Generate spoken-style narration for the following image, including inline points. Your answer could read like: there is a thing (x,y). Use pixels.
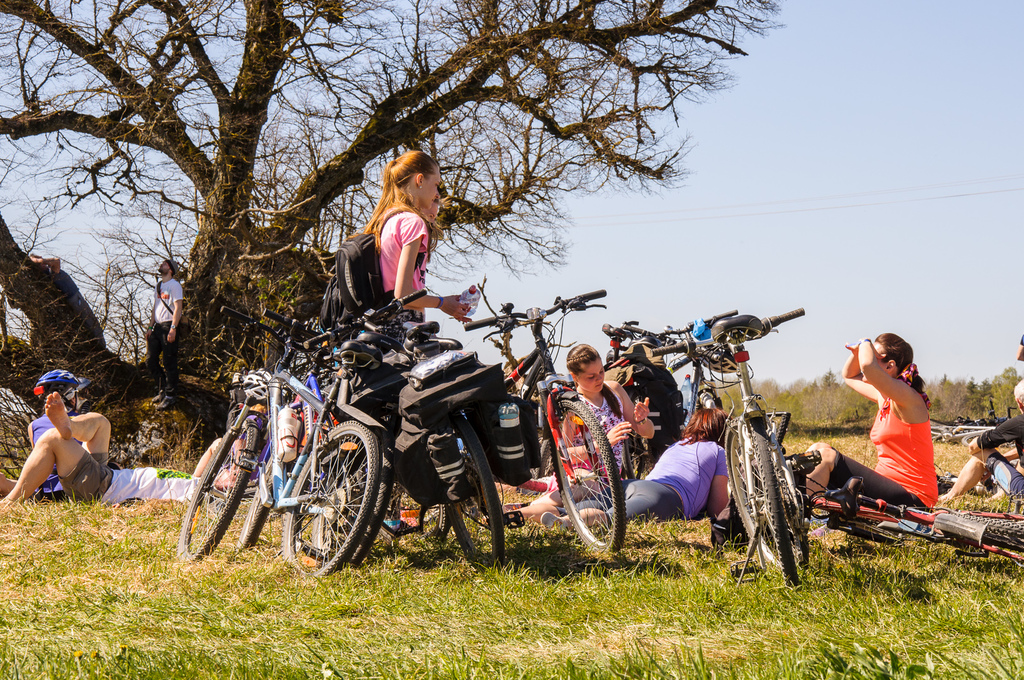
In this image i can see a woman (395,263) standing wearing a bag (348,263) and standing near the bi-cycle (279,491), there are few bicycle (945,425) on the grass (576,570), there are few other women (608,406) sitting on the grass (819,432), a woman (409,247) standing is wearing a pink t-shirt (413,222), the woman (671,452) sitting on the grass (939,458) are wearing purple, orange, and black shirts (1008,430) a person (152,495) laying at the left (135,483), a person (162,334) standing near the tree (262,97), at the back ground (386,49) i can see a trees (465,99), sky (822,41).
